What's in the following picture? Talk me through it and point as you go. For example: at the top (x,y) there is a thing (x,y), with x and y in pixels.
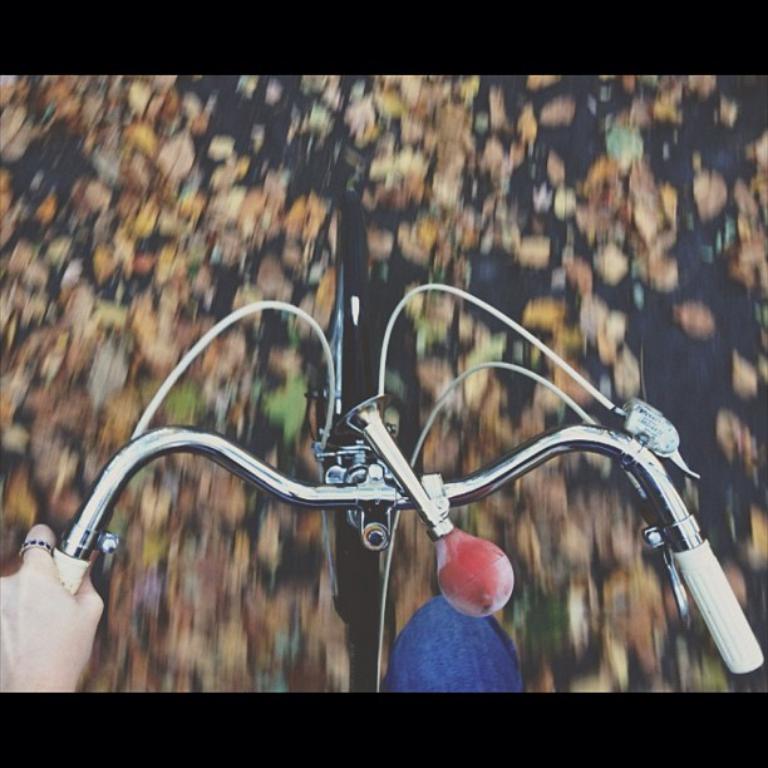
This picture seems to be an edited image with the borders (91,716). In the foreground (452,634) we can see a person (405,639) riding a vehicle (359,433) seems to be a bicycle (704,607) and we can see the dry leaves (247,212) lying on the ground (580,608) and some other objects (497,590).
